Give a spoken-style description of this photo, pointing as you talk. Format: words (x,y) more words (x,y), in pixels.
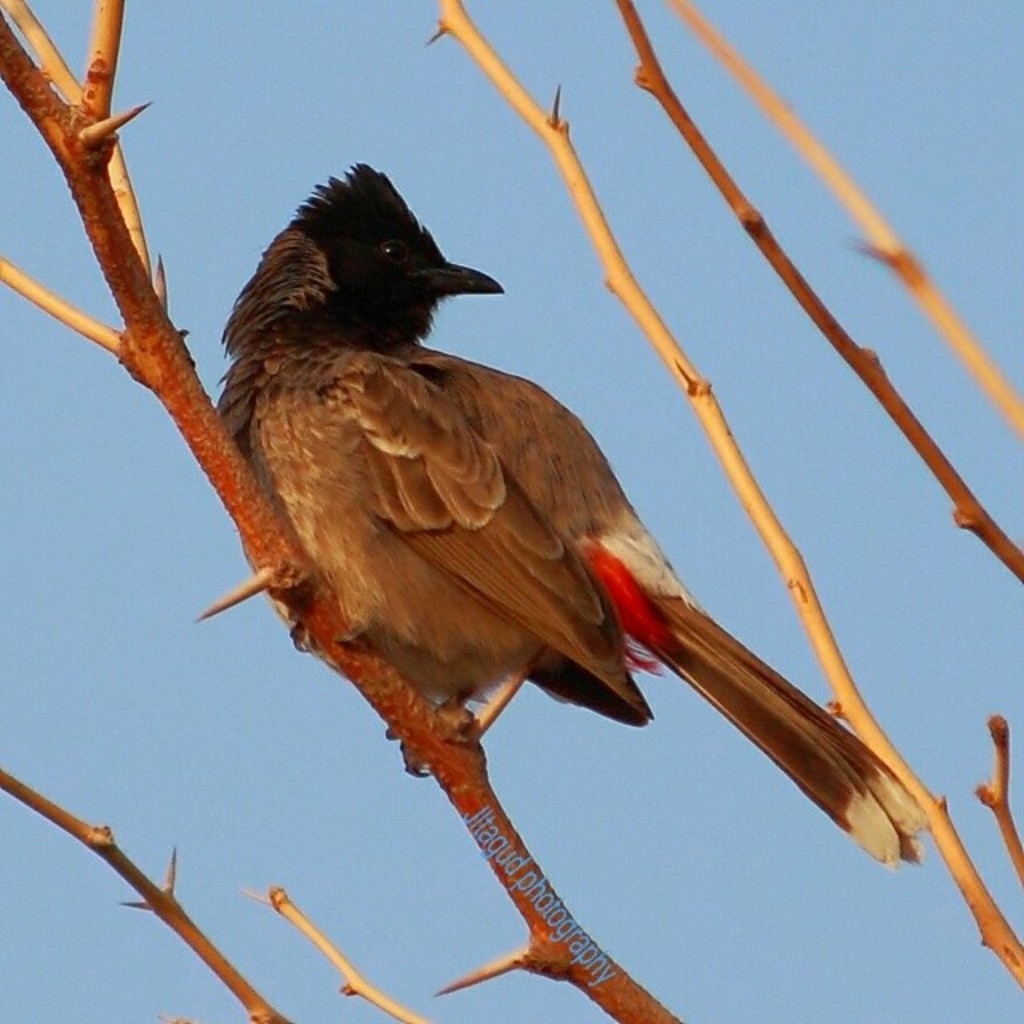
In this image we can see a bird (403,492). There are many branches (531,906) of a tree (900,756) in the image. We can see the sky (227,729) in the image.
